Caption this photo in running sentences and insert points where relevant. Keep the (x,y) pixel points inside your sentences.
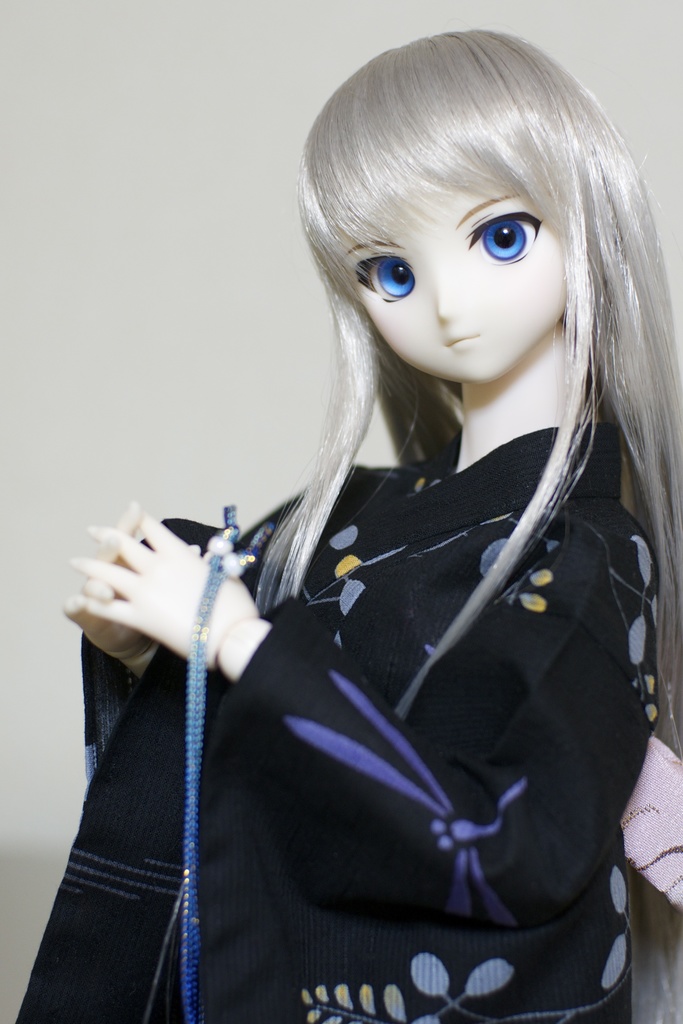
In the center of the image (368,643) we can see a barbie doll (385,562). In the background (190,364) there is a wall (194,81).
